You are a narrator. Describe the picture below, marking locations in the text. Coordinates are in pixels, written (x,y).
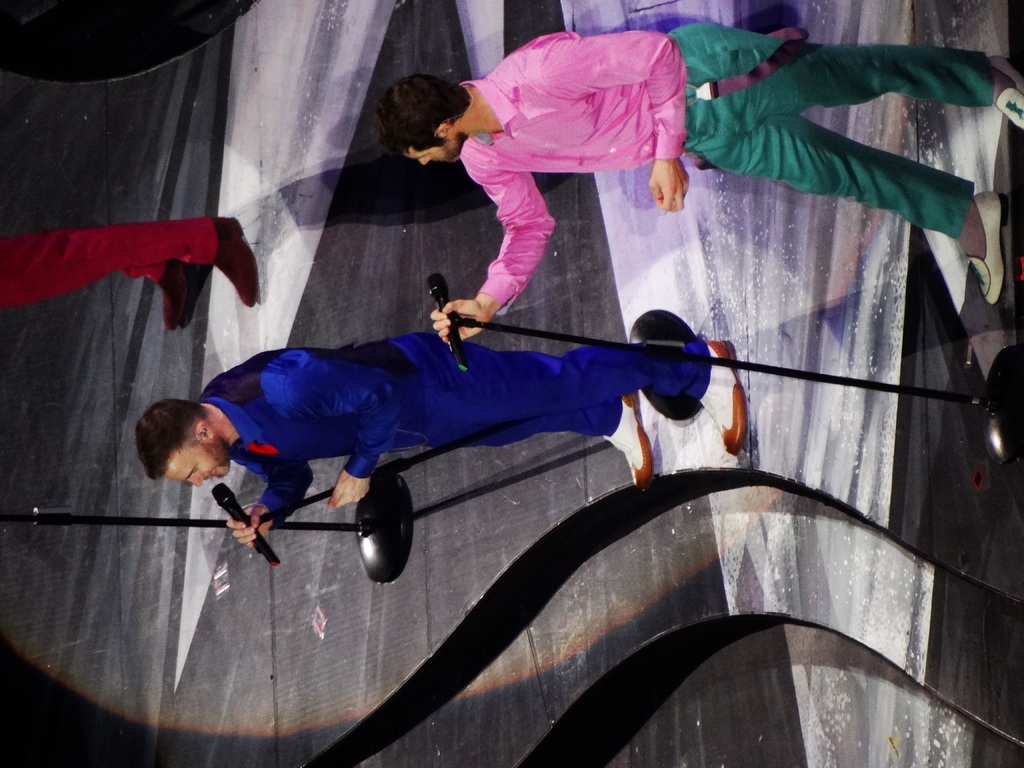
In this picture we can see three people (498,261), they are standing on the floor (602,497) and two men (590,354) holding microphones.
